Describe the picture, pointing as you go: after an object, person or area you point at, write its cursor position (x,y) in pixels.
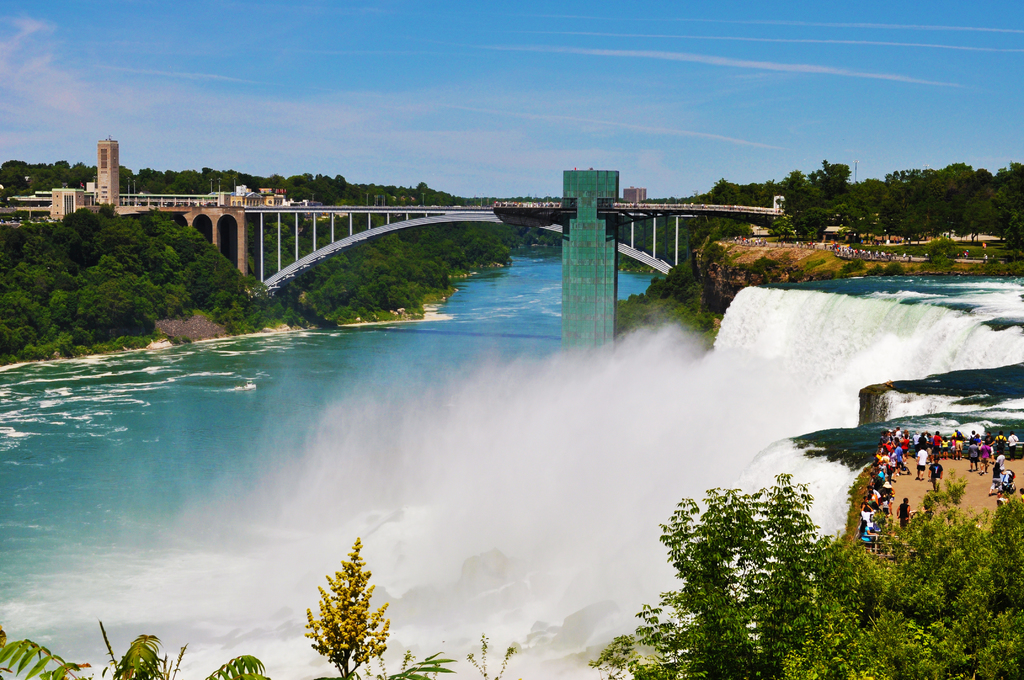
In this image we can see water (516,325) flowing into the river (488,286), there are some people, trees (393,242), pillars (298,228) and plants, we can see a bridge (211,215) above the water (420,364), in the background (526,182) we can see the sky (519,139) with clouds (296,128).
